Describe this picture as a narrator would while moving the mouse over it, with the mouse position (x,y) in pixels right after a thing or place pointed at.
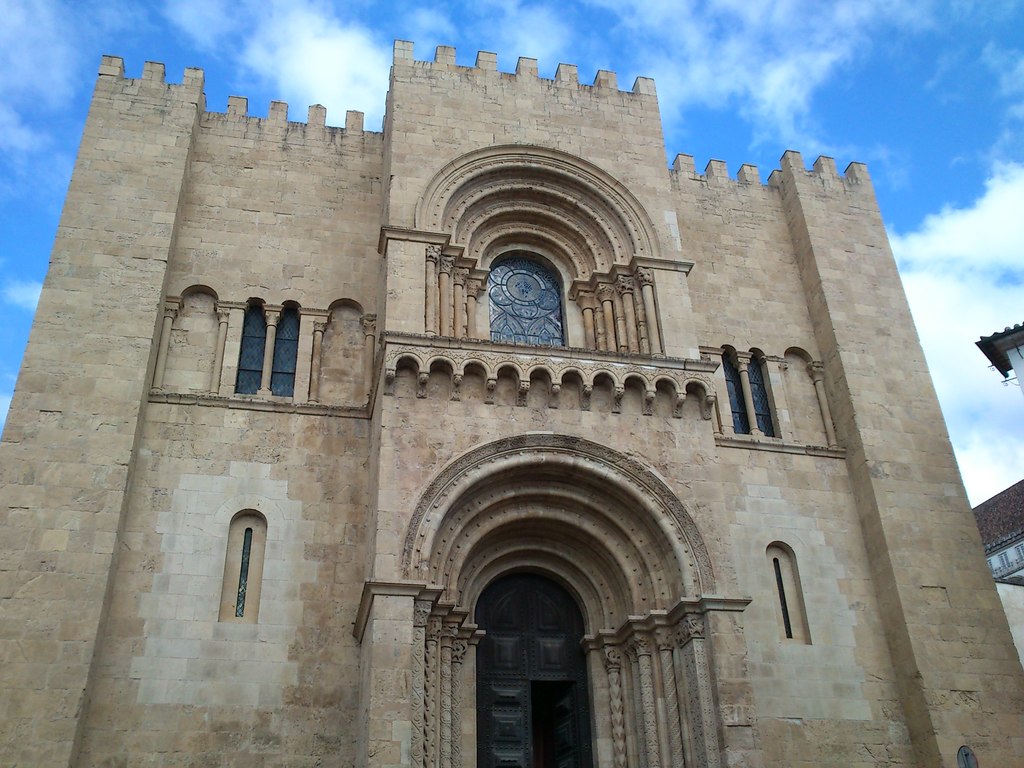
There is a building structure (353,551) in the center of the image (469,309), it seems like roofs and the sky (766,75) in the background (786,36).
